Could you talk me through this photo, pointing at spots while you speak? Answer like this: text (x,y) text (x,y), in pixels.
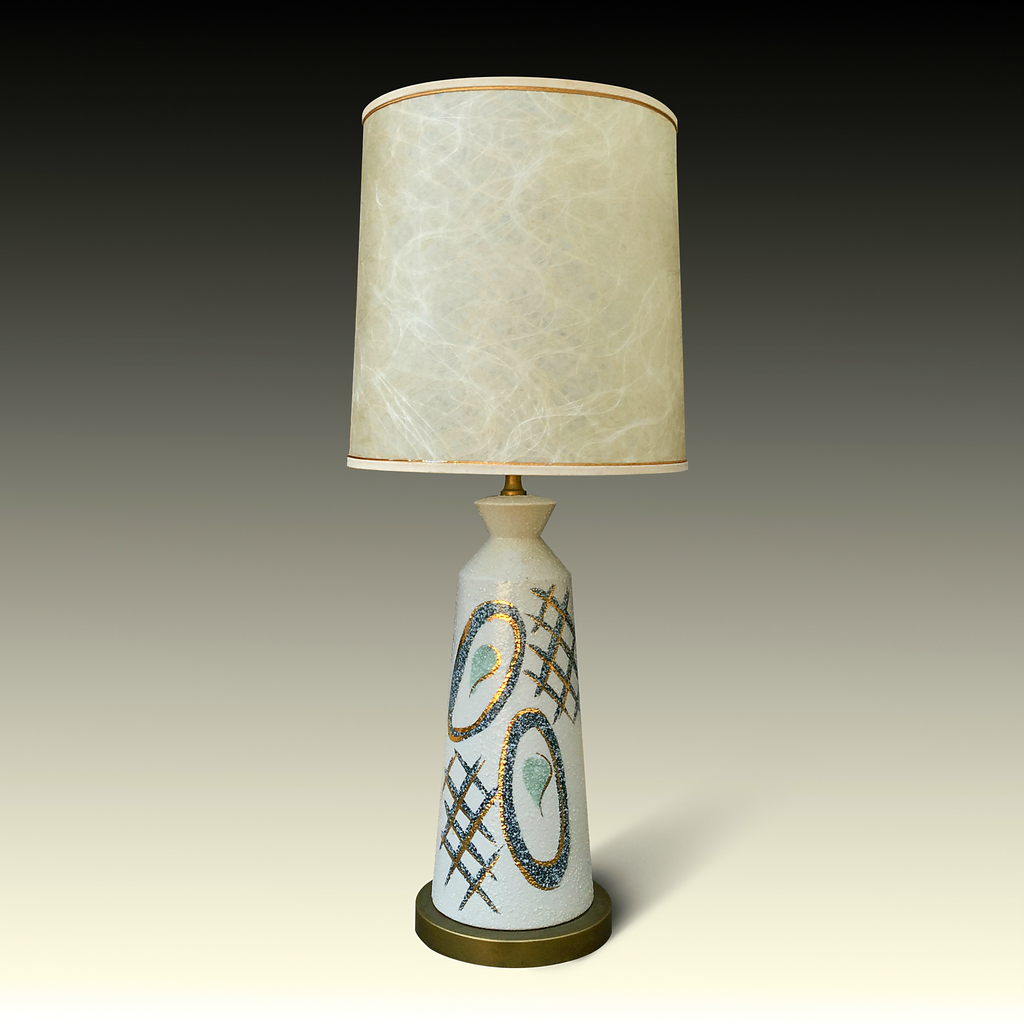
In this picture I can see a lamp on an object (283,914).
